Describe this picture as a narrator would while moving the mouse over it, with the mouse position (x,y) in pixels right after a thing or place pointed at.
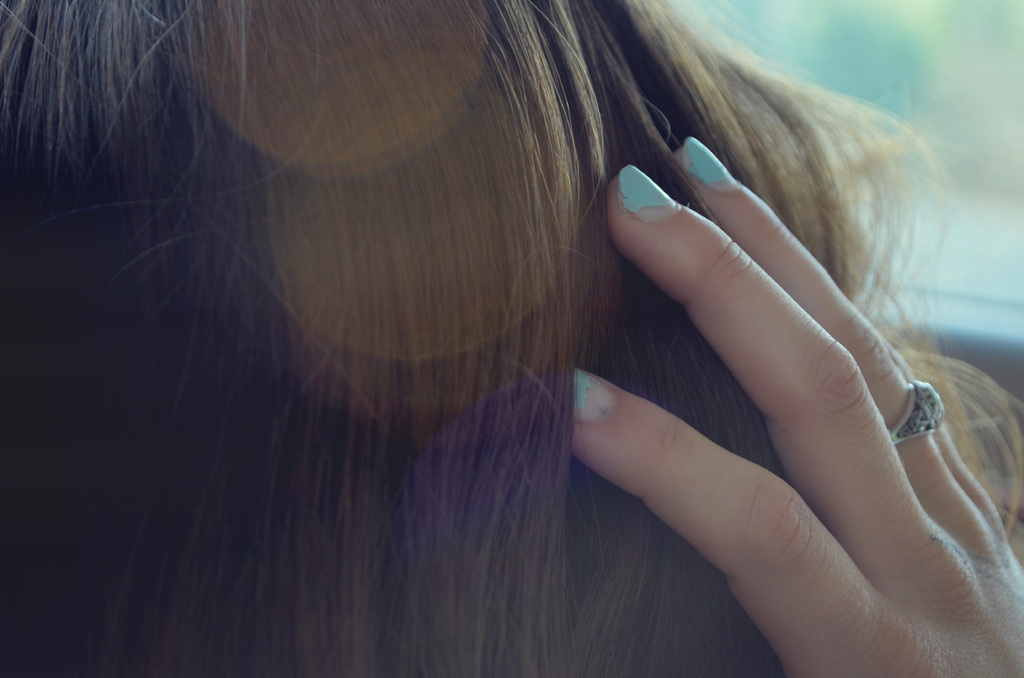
In this picture, we see the hairs (443,286) of the woman (440,436). We even see the hand (706,503) of the woman (727,468) who is wearing the ring (935,411). We see the blue color nail polish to her nails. In the background (906,92), it is green in color and this picture is blurred in the background (923,217).
